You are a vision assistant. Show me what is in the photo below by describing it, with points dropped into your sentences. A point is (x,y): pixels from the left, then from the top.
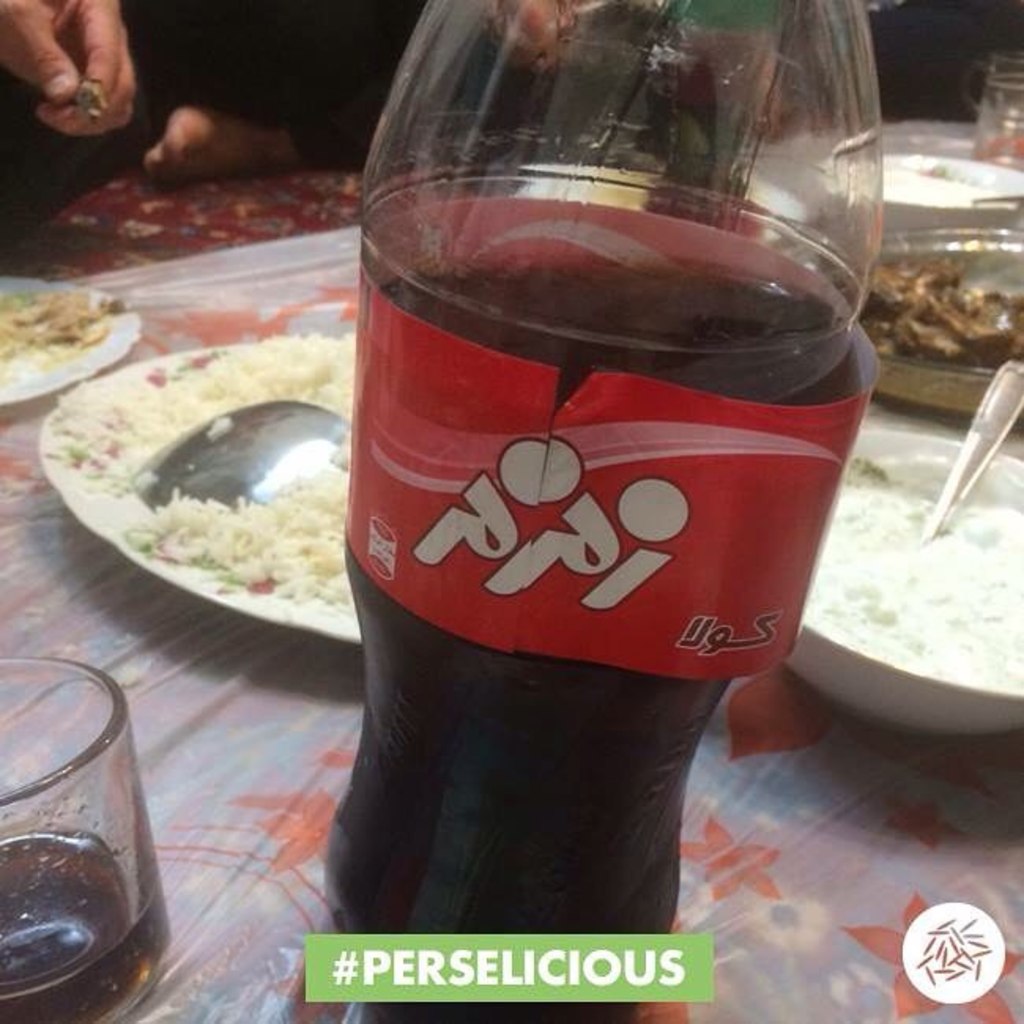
In this picture we can see a bottle (441,517), glass (71,817), plates (113,514), spoon (214,461), bowls (992,480), and some food (323,338), and also we can see a human (205,104).
